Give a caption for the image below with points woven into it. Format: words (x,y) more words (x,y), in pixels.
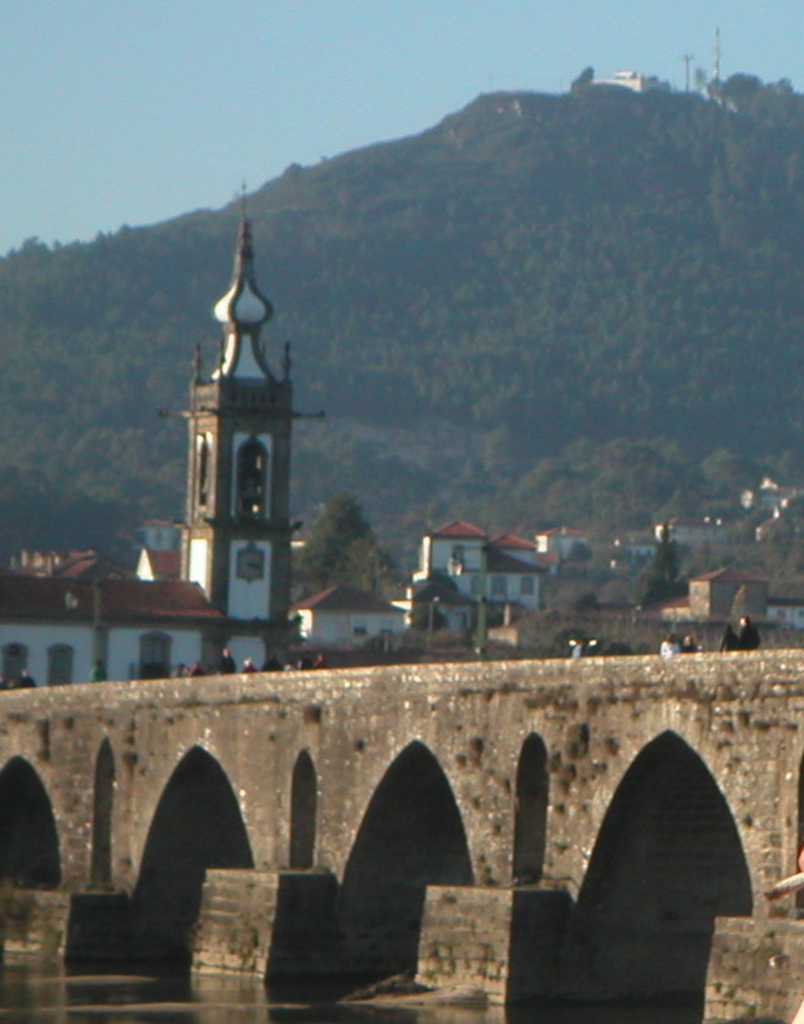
There is a bridge (539,849) at the bottom of this image (496,782). We can see buildings (560,528) and trees (167,496) in the middle of this image (516,566). We can see a mountain (523,374) behind this building (164,554). The sky (233,49) is in the background (191,104).
